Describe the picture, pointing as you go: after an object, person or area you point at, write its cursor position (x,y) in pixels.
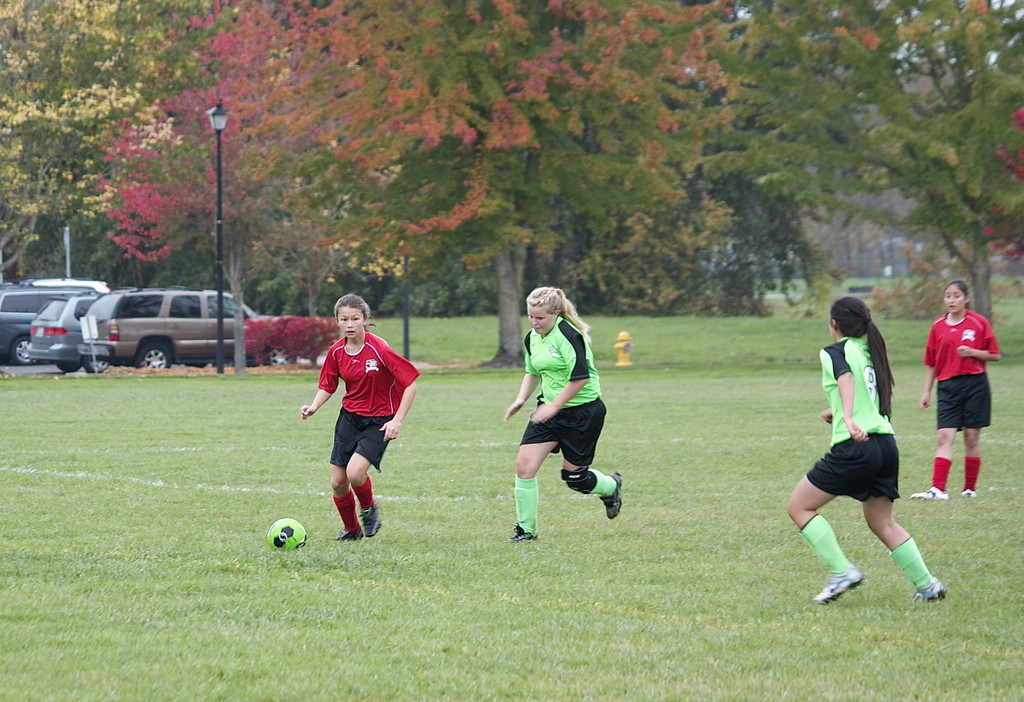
This picture might be taken inside a playground (614,547). In this image, on the right side (848,569), we can see a girl (899,453) running on the grass (973,591), we can also see a red color shirt girl (978,420) standing on the grass (1010,480). In the middle of the image (583,458), we can see two girls (368,531) are running on the grass (382,520), we can also see a football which is placed on the grass (317,584). In the background (132,146), we can see few cars (30,320), street lights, trees (391,201). At the top (902,18), we can see a sky (912,55), at the bottom (729,481), we can see a grass (636,597).
